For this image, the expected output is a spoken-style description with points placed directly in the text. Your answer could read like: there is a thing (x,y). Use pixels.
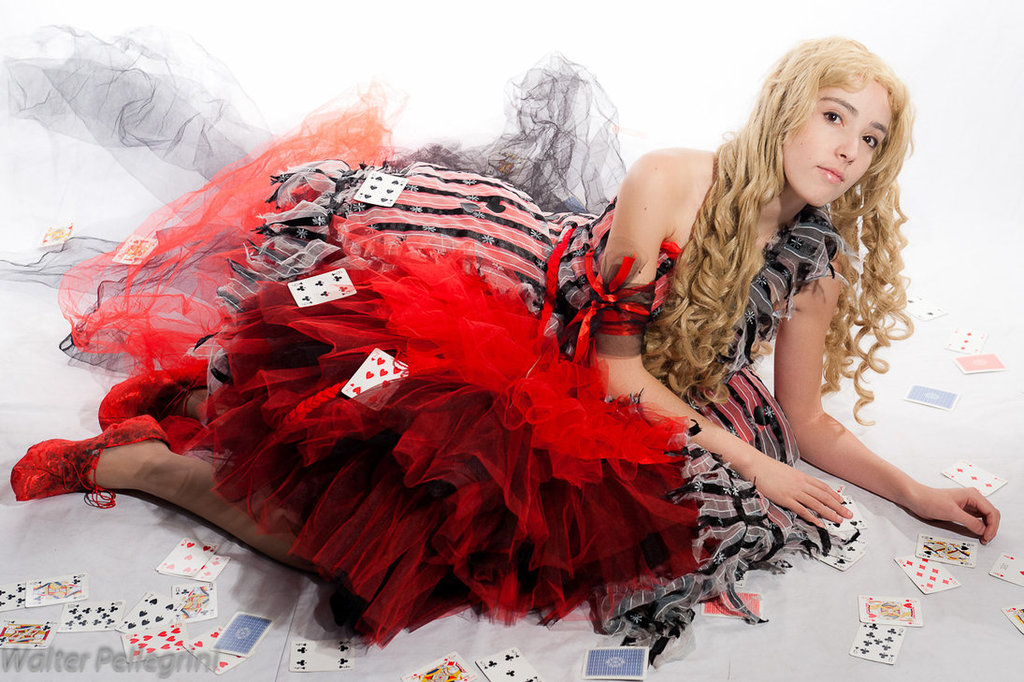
In this image we can see a girl (469,314) wearing red color frock (414,414). There are cards (513,666) on the white color surface (141,676).
